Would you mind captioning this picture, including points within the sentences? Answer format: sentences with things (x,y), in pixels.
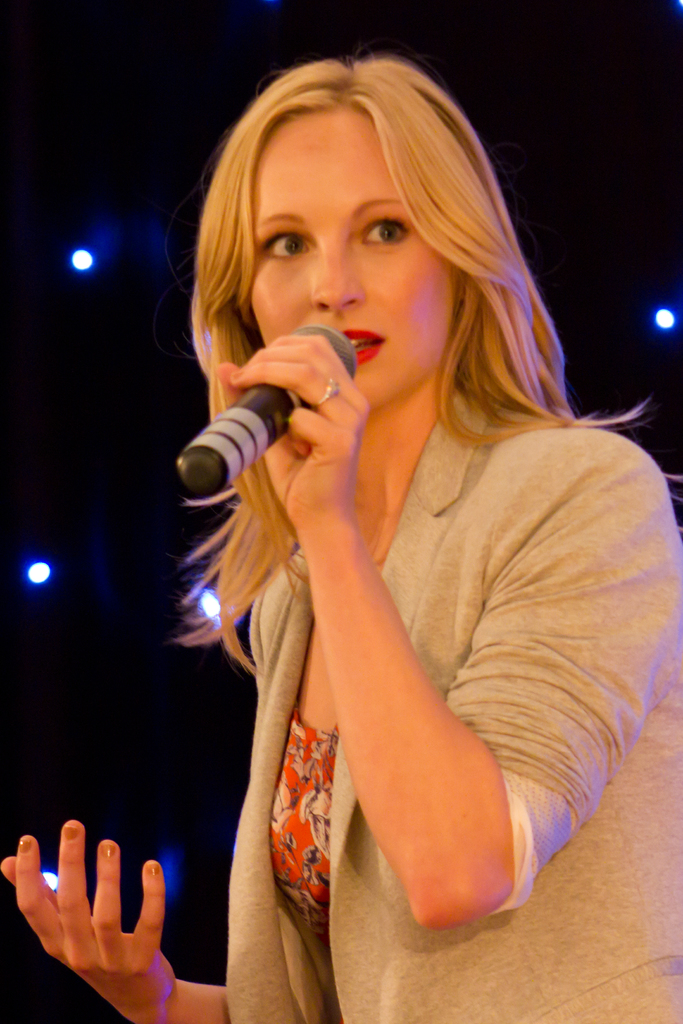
In this image we can see a woman (323,372) holding the mike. In the background (110,575), we can see the lights (666,316) and the background (110,478) is in black color.
